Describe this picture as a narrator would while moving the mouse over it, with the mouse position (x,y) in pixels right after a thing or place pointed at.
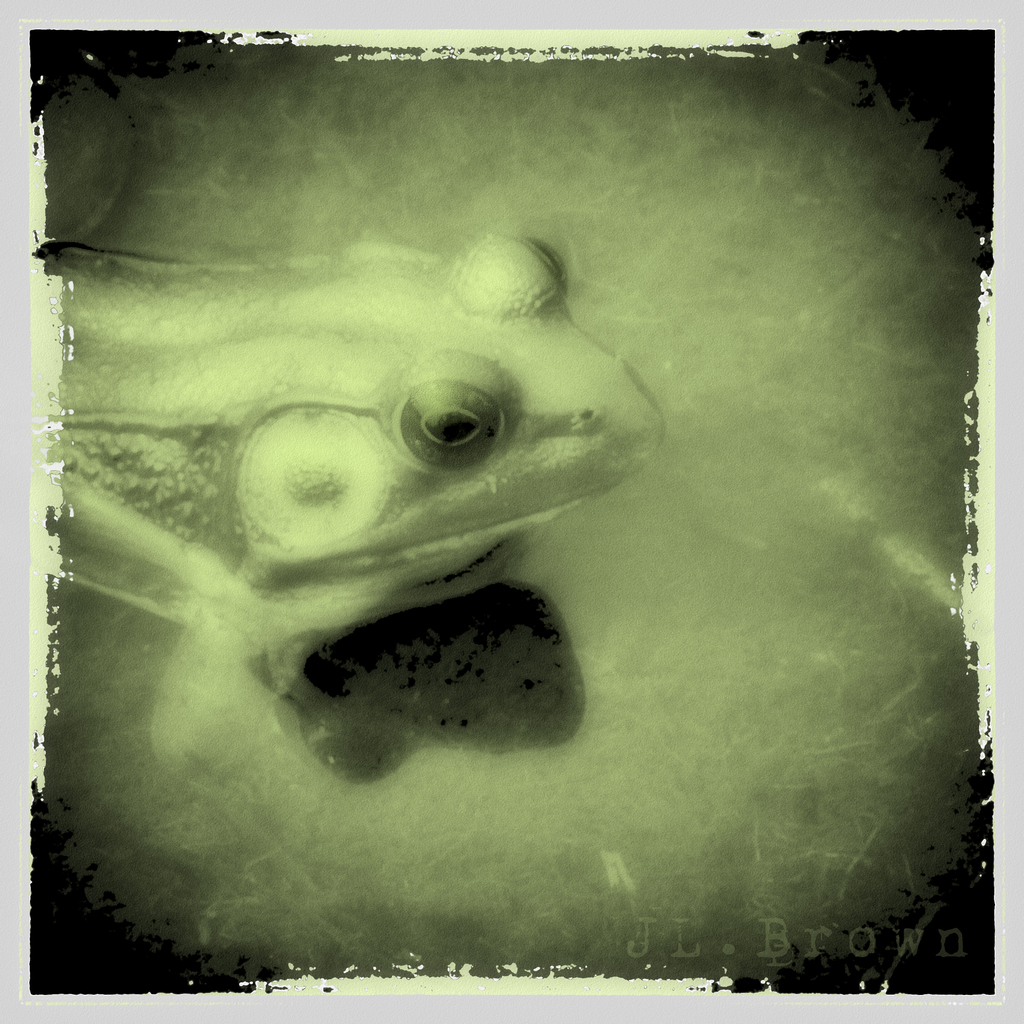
In this picture there is a frog (450,394) on an object (823,879) and there is something written in the right bottom corner (850,953).
